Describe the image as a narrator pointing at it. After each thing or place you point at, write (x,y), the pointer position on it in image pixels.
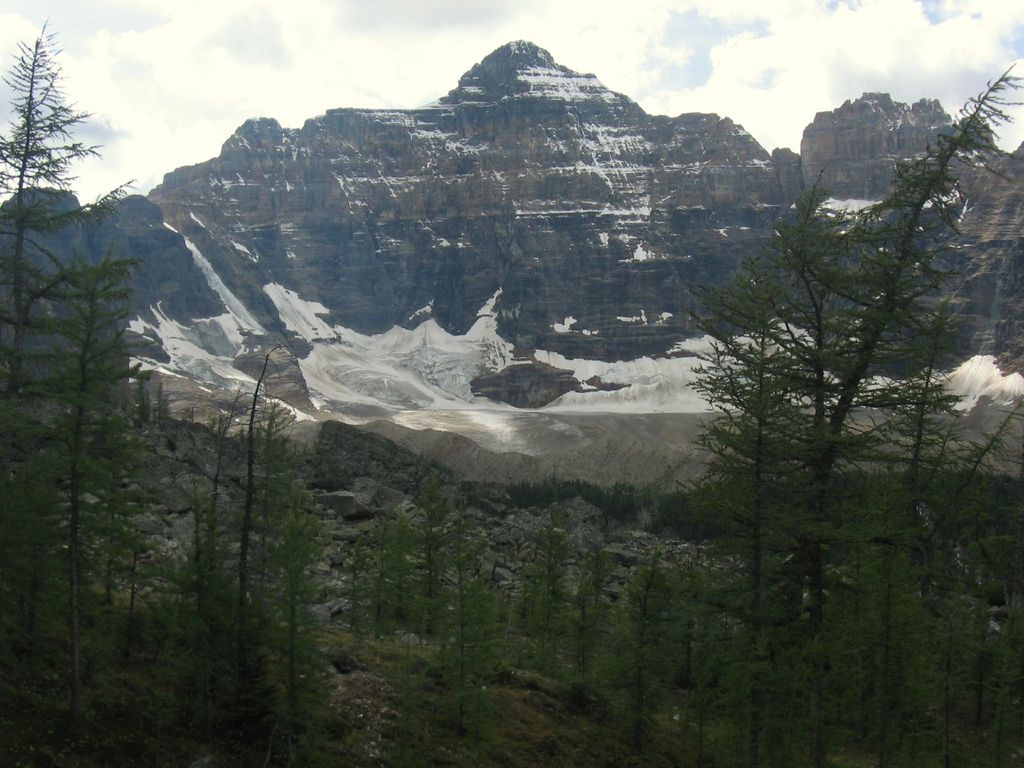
In the image there are trees (289,573) and behind the trees (114,190) there are hills (233,229) and in between the hills (211,395) there is snow (365,382) and ice (220,358).
